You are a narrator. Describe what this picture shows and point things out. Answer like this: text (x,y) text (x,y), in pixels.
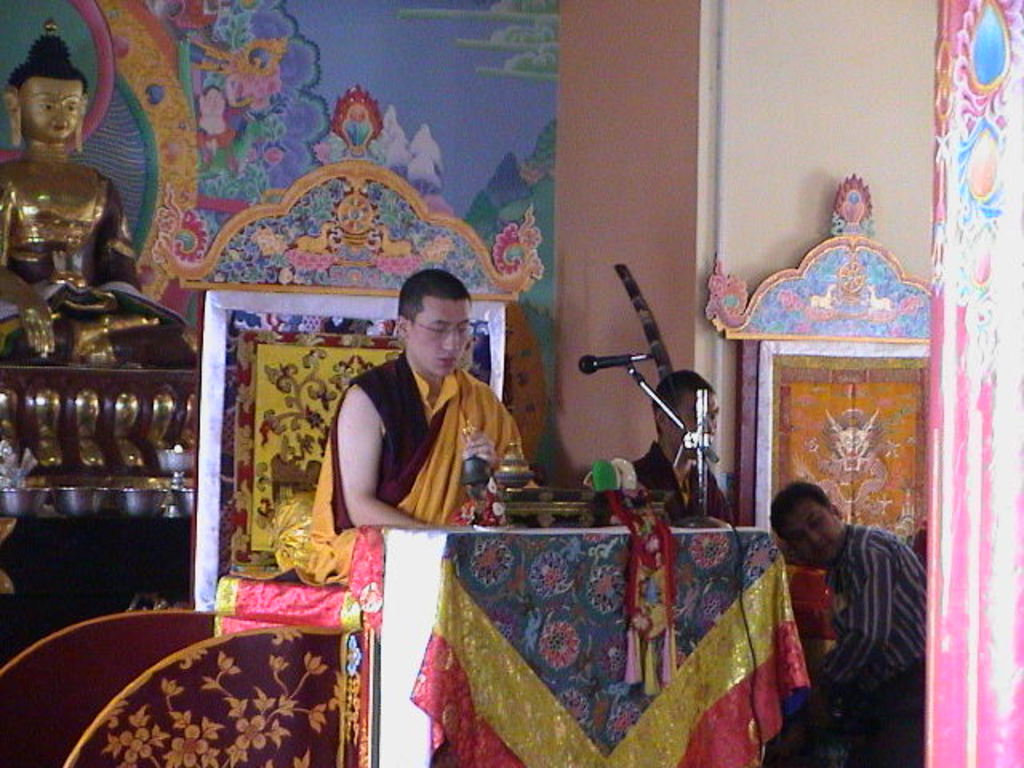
In this image we can see a person (396,438) sitting on a chair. In front of him there is a table (455,729) on which there are objects (496,484). In the background of the image (632,394) there is wall (251,40). There is a painting (198,102). There is a statue (27,80). To the right side of the image (875,548) there are two persons (696,390).
